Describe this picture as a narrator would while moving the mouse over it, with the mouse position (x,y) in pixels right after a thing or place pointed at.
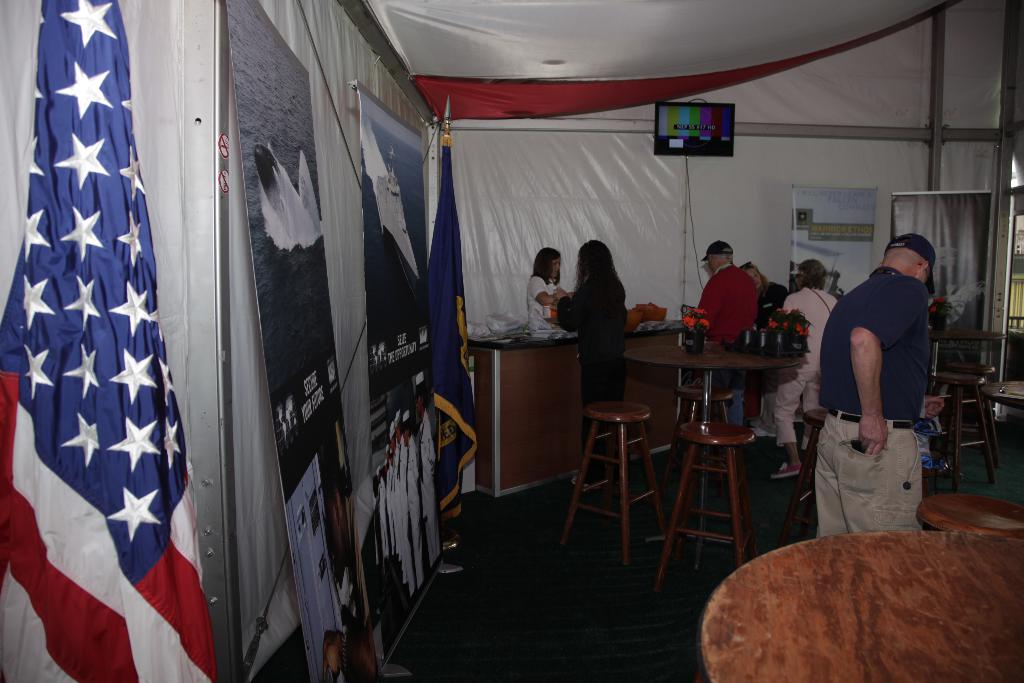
In this image I can see number of people (827,360) are standing, I can also see few stools (712,389) and tables (681,361). In the background (675,153) I can see a television (666,130) and here I can see few flags (151,488).
